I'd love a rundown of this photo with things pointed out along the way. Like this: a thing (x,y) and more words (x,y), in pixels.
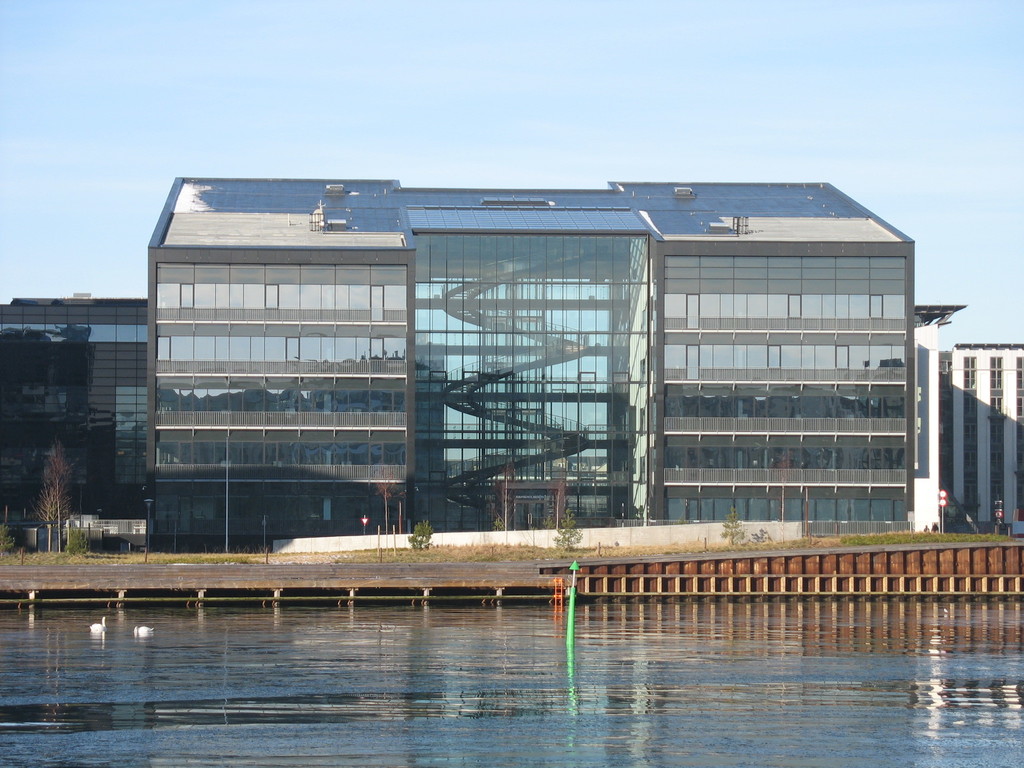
In this picture we can see two birds (90,627) on the water (278,663), grass (356,554), plants (726,539), buildings (246,350), some objects (944,511) and in the background (375,118) we can see the sky (575,120).
